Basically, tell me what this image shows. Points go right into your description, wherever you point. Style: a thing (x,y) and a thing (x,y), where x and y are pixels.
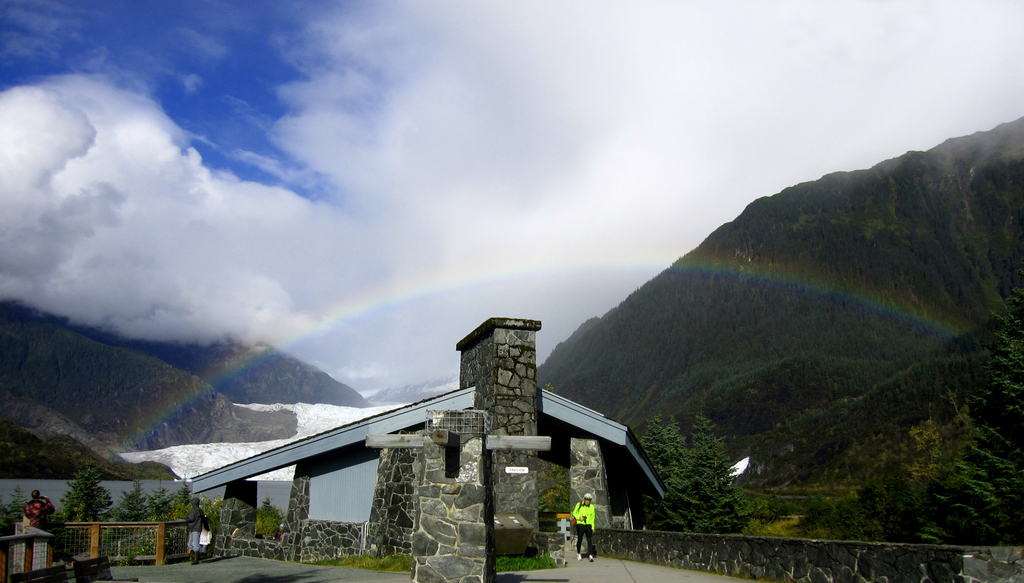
In the middle of the image (504,340) there are stones pillars (476,513). Behind the pillars (582,470) there are stone walls (217,540) and also there is a roof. And on the floor (265,567) there are three people (587,531) standing. To the left side of the image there is a fencing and to the right side of the image (837,559) there is a stone fencing (825,573). In the background (683,482) there are few hills (760,371) and trees (991,375). And also there is a rainbow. To the top of the image (368,102) there is a sky (258,176) with clouds (308,223).
